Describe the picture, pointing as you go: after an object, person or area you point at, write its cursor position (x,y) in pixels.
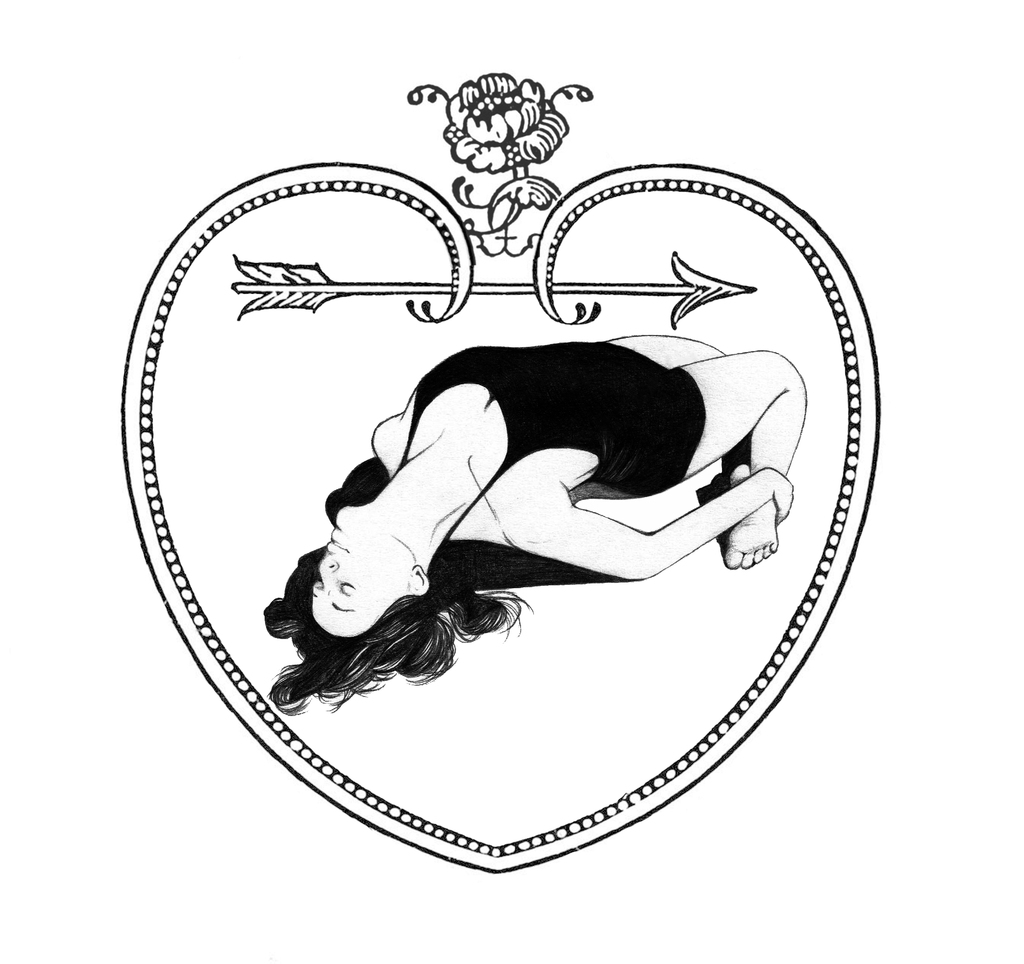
This is the picture of a black and white image and we can see the drawing (620,194) of a heart shaped frame (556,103) and we can see a woman (762,439).
